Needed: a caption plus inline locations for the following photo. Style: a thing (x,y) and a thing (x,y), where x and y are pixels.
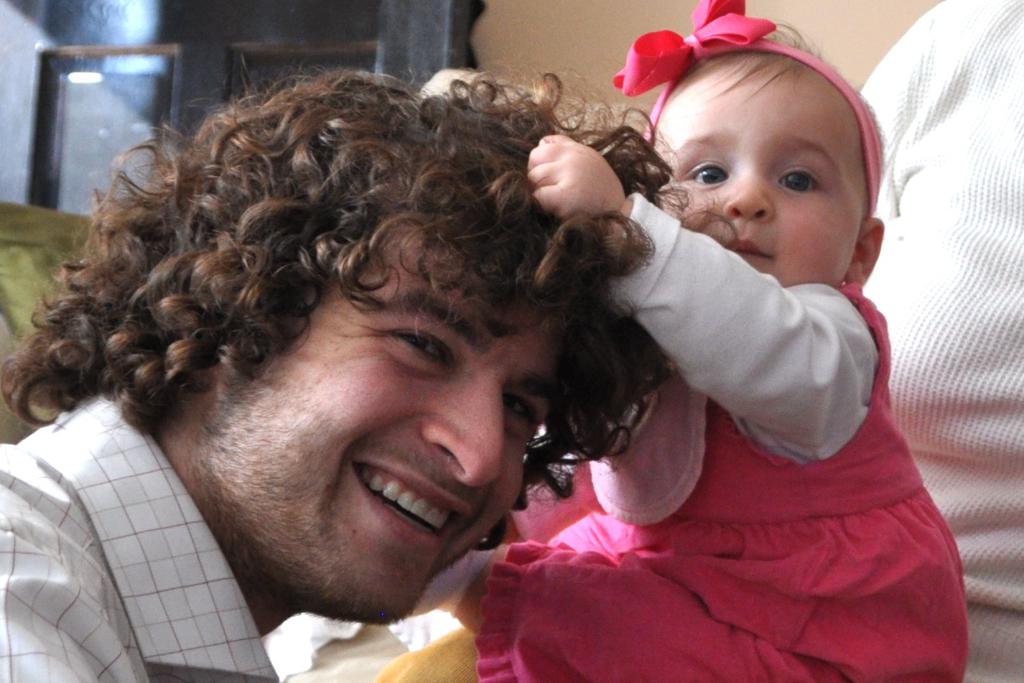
In the image on the left side (112,445) we can see one person (195,396) smiling, which we can see on his face (252,372). On the right side (816,116), we can see one person (940,422) and one baby (781,202) holding hair (524,191). In the background (630,22) there is a wall (630,22), glass (80,3) and few other objects (337,30).
